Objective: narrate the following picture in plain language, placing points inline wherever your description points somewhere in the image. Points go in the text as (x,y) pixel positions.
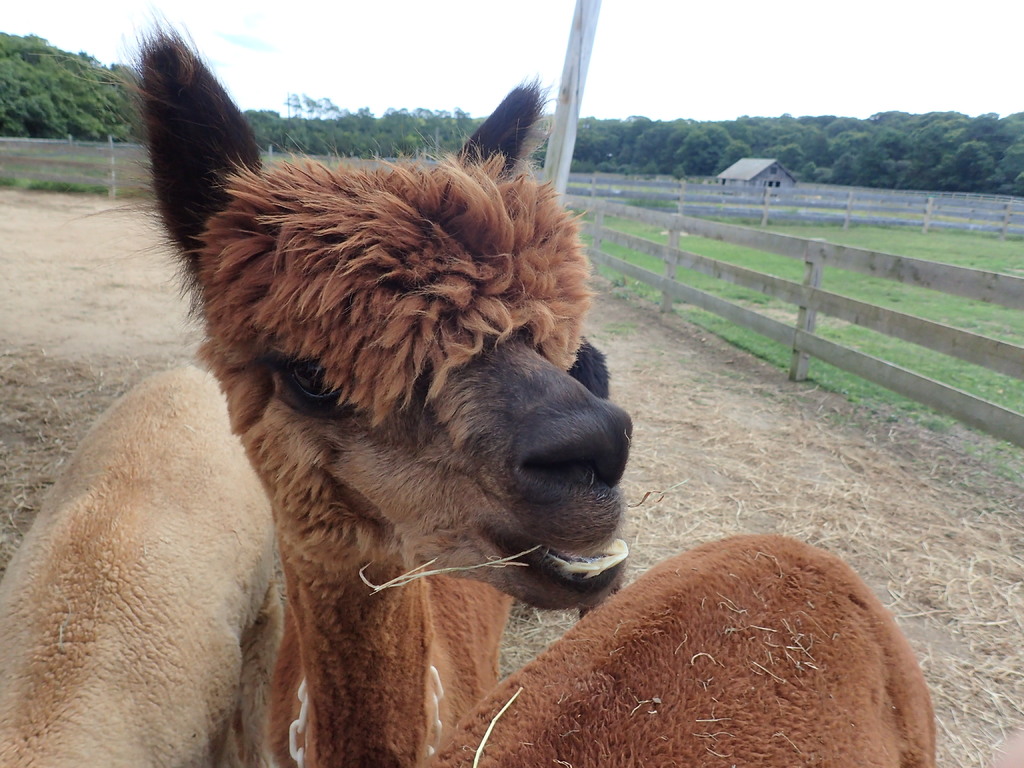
In the center of the image (556,331), we can see animals (517,379) and in the background (630,187), there is a fence (882,207), shed (756,174), a pole (577,79) and we can see many trees (914,182). At the bottom (660,520), there is ground (846,409).
